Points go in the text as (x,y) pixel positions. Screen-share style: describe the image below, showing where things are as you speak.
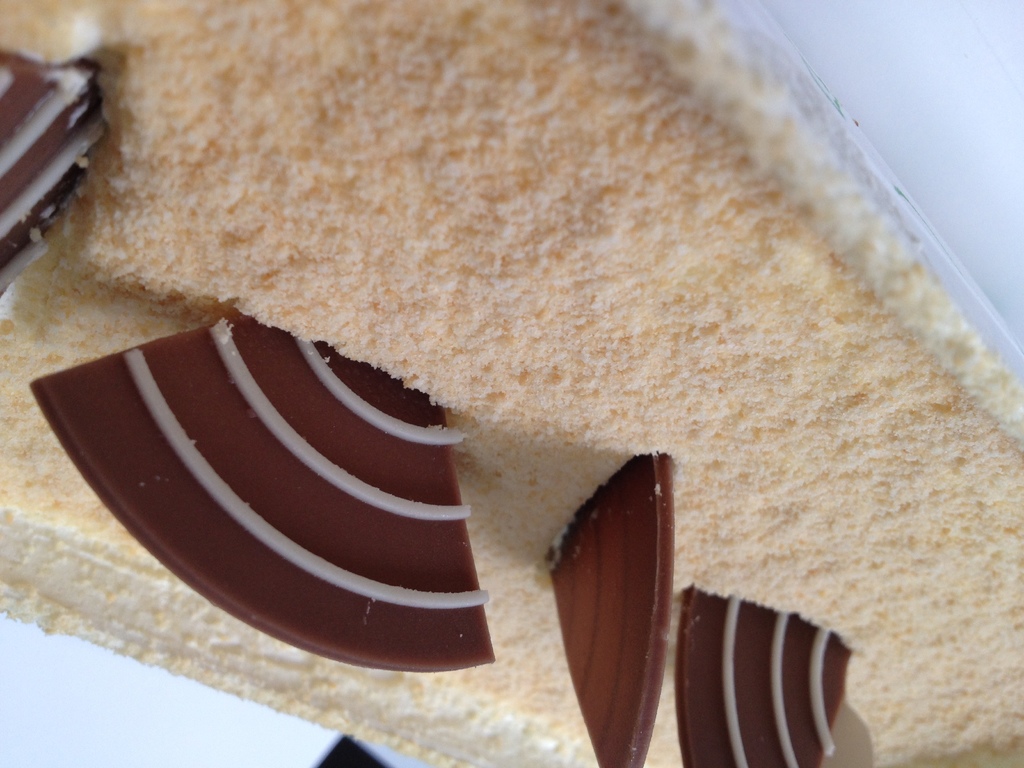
This image consist of food (255,290) which is in the front (608,490).
